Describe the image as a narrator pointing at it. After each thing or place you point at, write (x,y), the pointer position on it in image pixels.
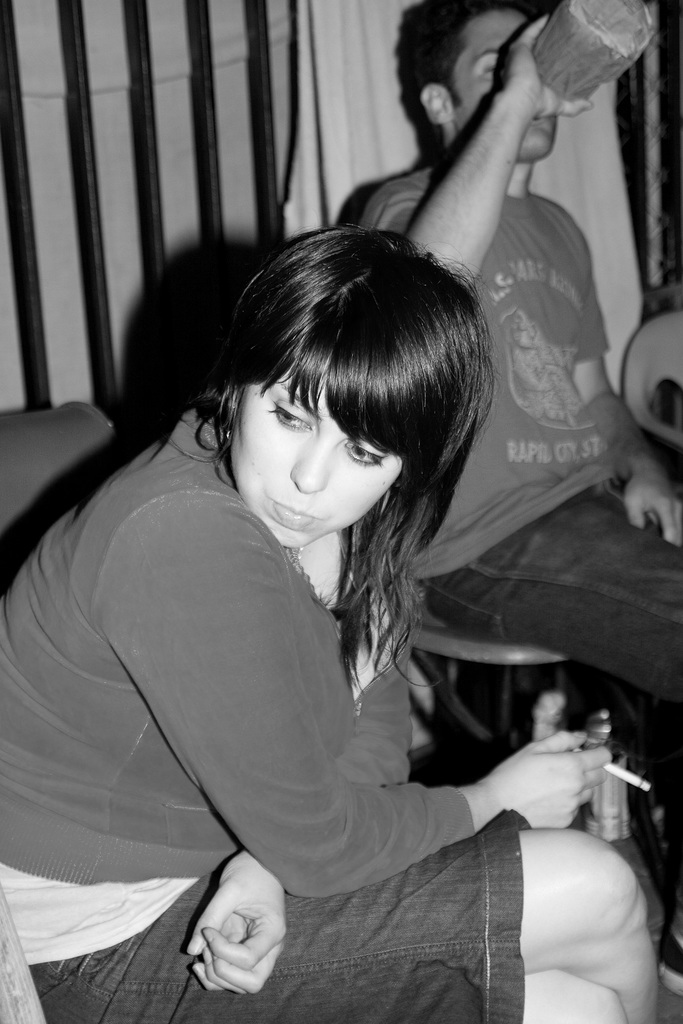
This is a black and white image. We can see a woman (253,775) sitting on a chair (11,478) and holding a cigarette (615,770). Behind the woman (239,692), there is a man (487,471) sitting on another chair (500,643) and holding an object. Behind the two persons (472,272), it looks like a wall (172,139).
